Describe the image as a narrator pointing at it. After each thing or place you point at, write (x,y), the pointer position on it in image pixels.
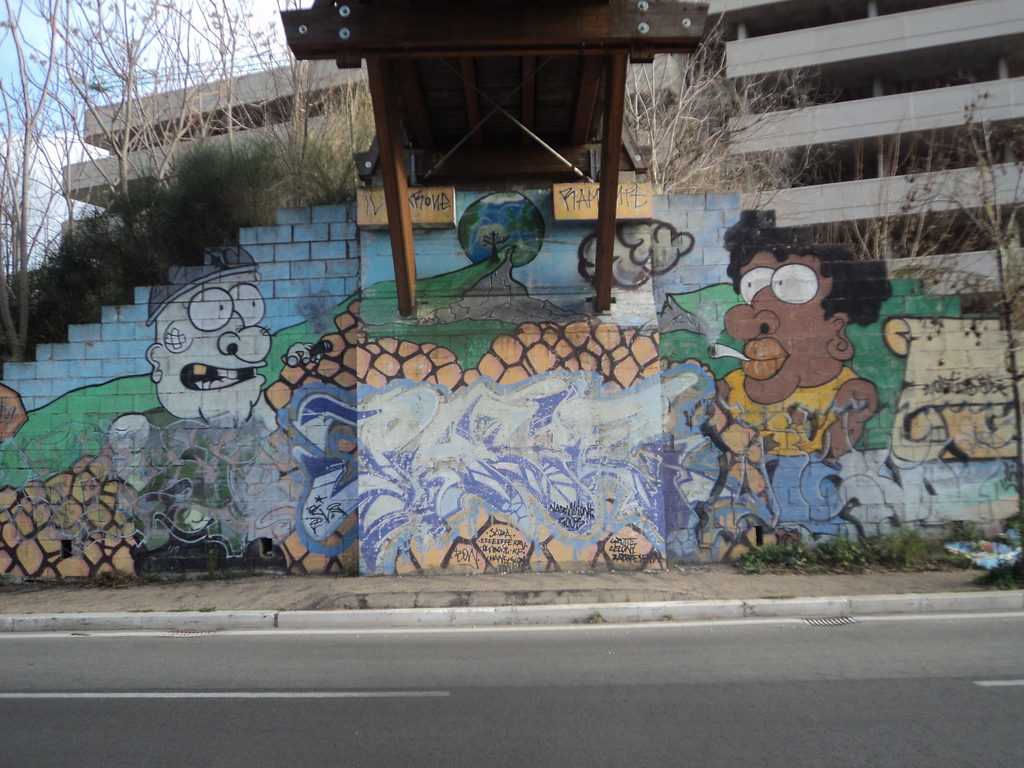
In this picture I can see paintings (590,336) on the wall (485,314), there are trees (16,39), this is looking like a wooden bridge (627,48), there is a building (947,223), and in the background (8,64) there is sky (56,40).
